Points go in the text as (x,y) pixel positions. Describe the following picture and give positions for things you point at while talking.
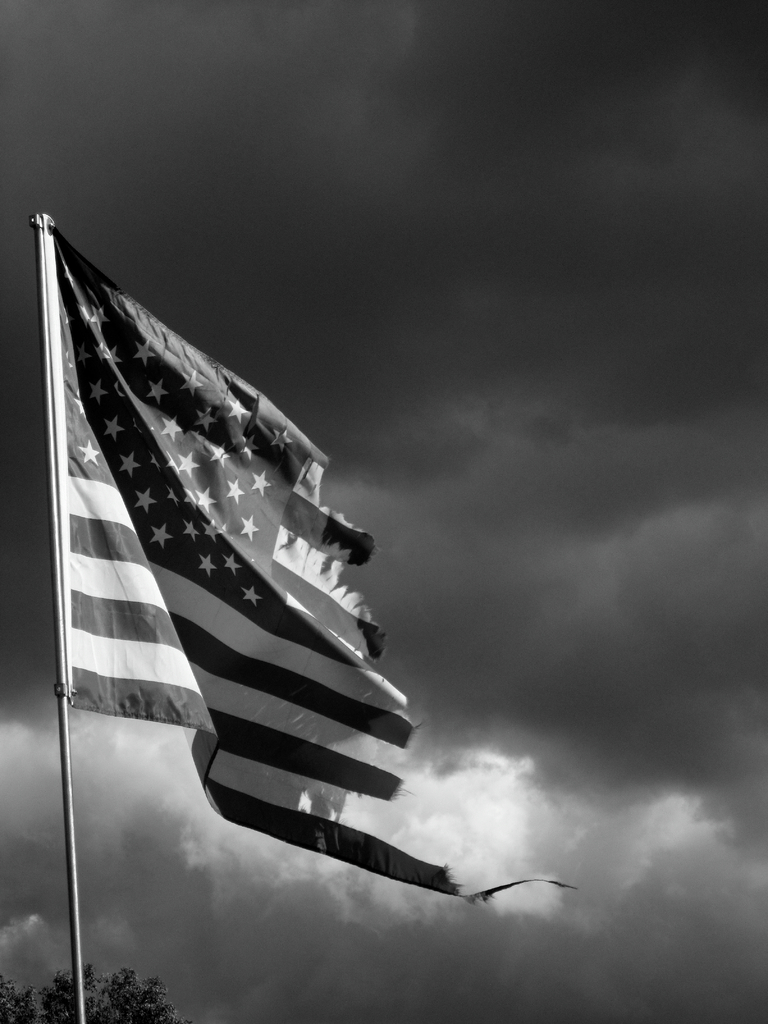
In this picture I can see a flag (160,478) in front (124,419) and in the background (185,984) I see a tree (131,993) and I see the cloudy sky (354,472) and I see that this is a black and white image.
